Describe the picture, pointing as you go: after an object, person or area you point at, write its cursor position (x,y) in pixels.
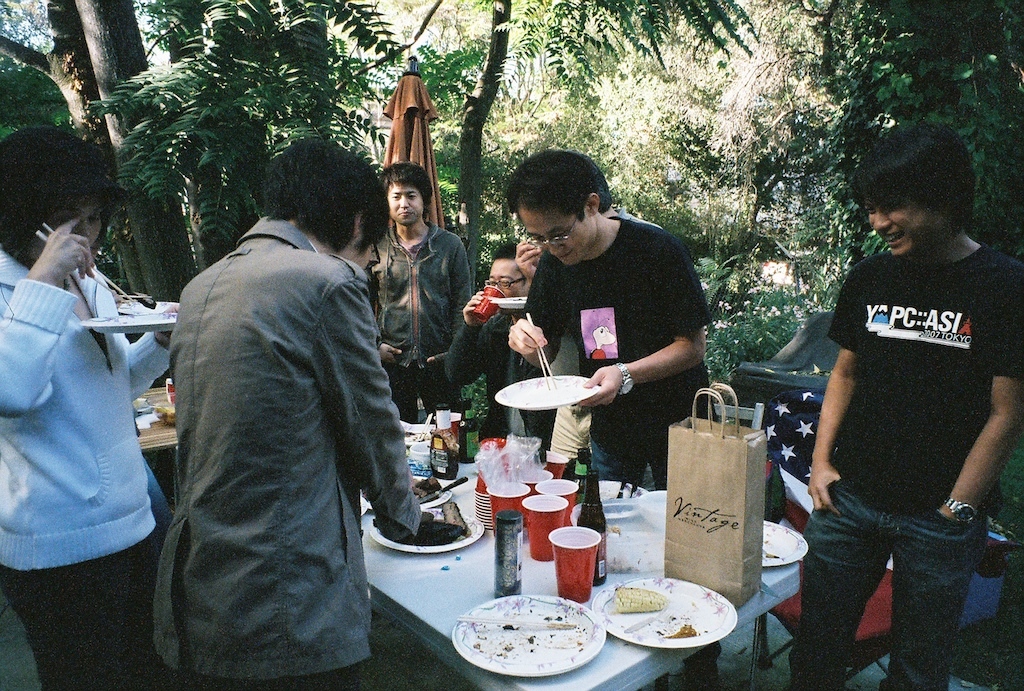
In this image we can see few people (961,562). Some are holding plates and chopsticks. One person (510,274) is holding cup (483,299) and wearing specs (494,278). There are tables (658,573). On the table (591,606) there are cups (564,553), plates (562,606), packet (666,540), bottle (773,507) and many other items (627,487). In the background (642,134) there are trees (790,72). Some are wearing watch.
